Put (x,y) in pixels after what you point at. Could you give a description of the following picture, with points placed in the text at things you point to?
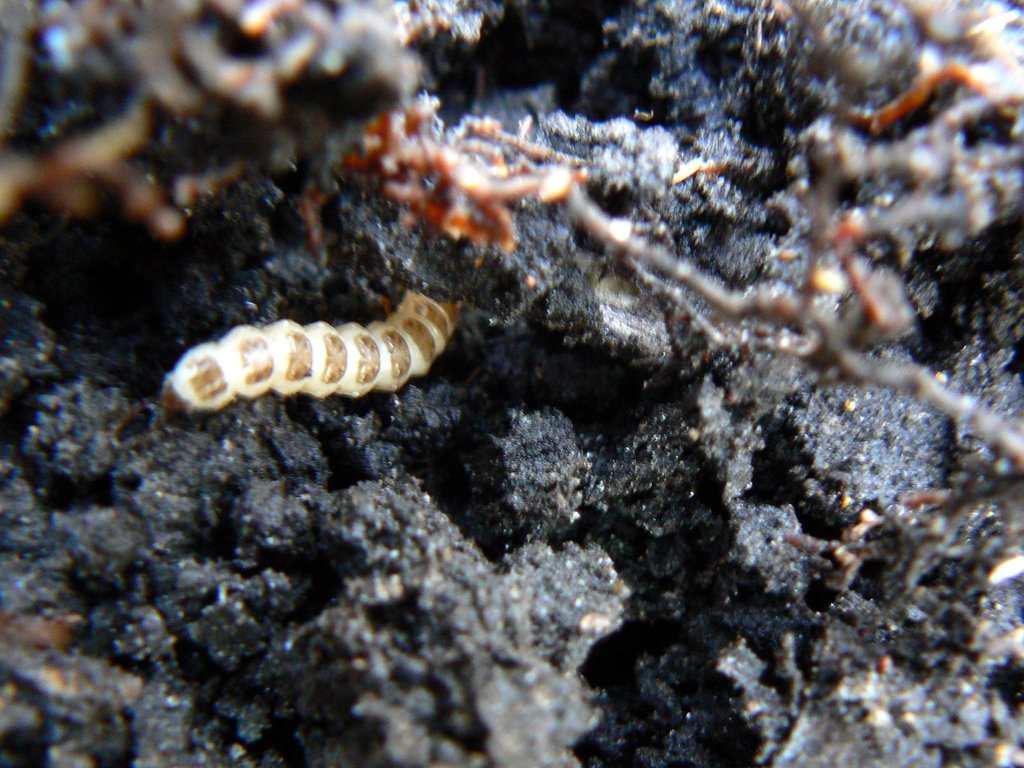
In this image we can see a insect (297,358) on the soil (17,336).
